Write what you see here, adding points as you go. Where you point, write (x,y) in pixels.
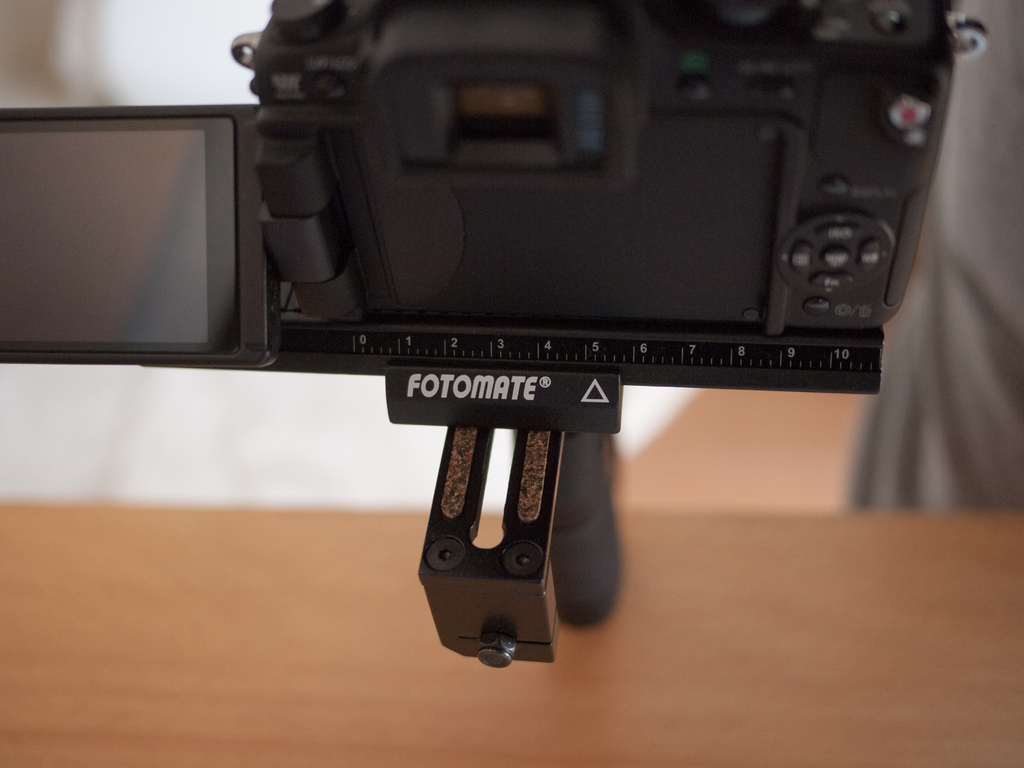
This is a zoomed in picture. At the top (252,171) there is a black color camera (565,251) attached to the stand (598,465). In the foreground (656,668) we can see a wooden object (753,613). In the background (345,483) there is a wall (233,67) and we can see the text (412,397) on the camera (33,280).
